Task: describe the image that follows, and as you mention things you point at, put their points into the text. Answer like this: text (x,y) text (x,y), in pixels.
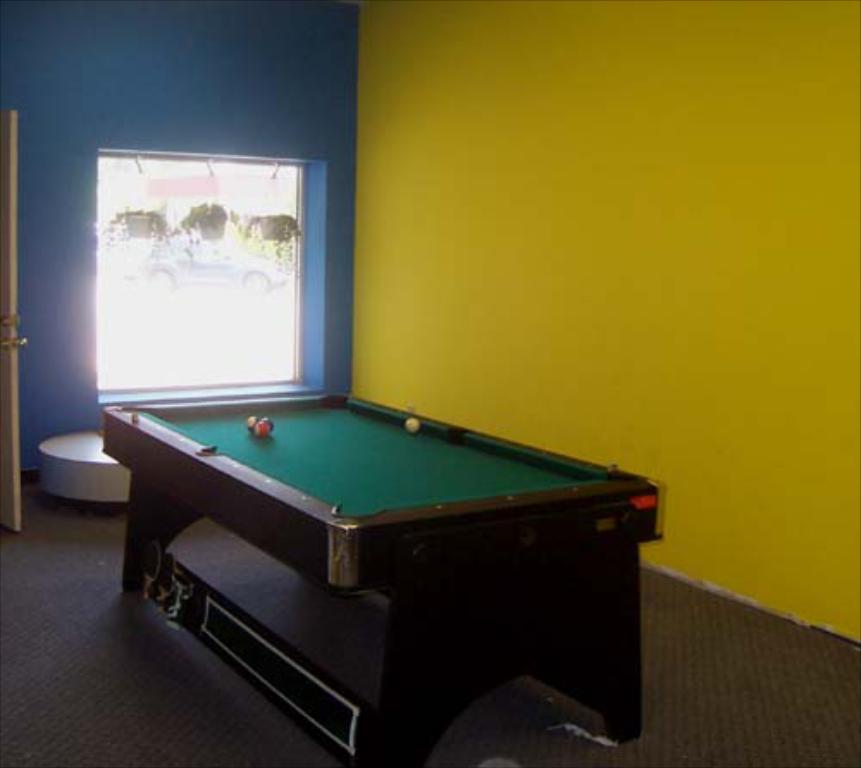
Inside is a room (443,756), there is a snooker table (358,584) beside the table (261,468) there is a yellow color wall (622,132), beside that yellow color wall (404,180) there is also a blue color wall (57,347), which has a window (139,222), to the left side (5,339) there is a door (11,318).
